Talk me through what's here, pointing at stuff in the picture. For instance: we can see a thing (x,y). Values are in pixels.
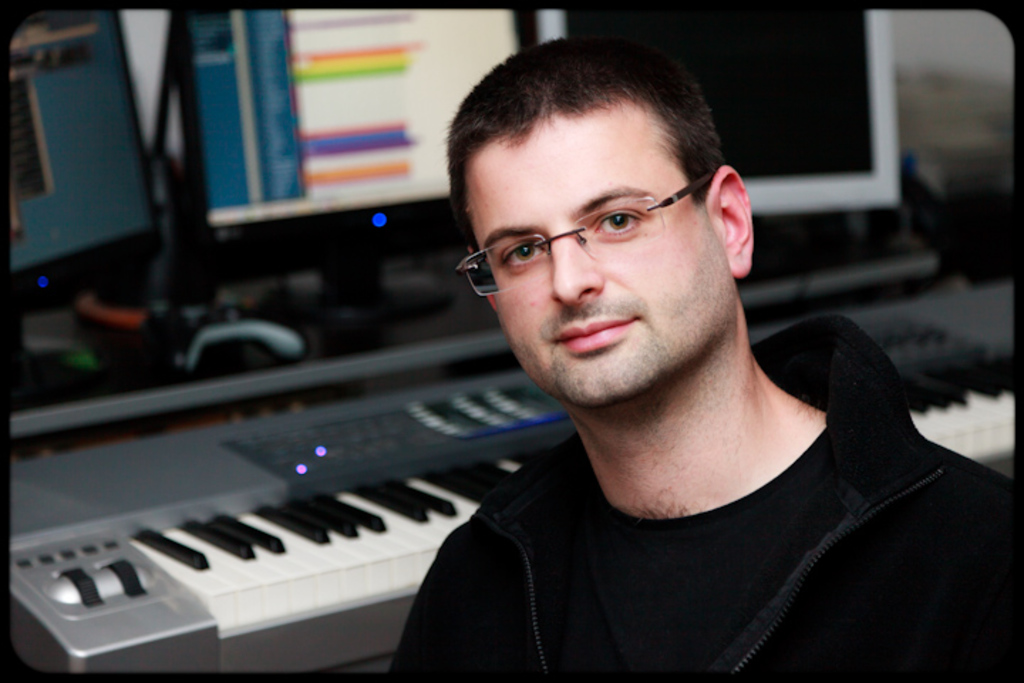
There is a man (569,257) wearing a spectacles (648,209) in front of a piano (315,522). In the background (361,144) we can observe three monitors (393,92) here.
